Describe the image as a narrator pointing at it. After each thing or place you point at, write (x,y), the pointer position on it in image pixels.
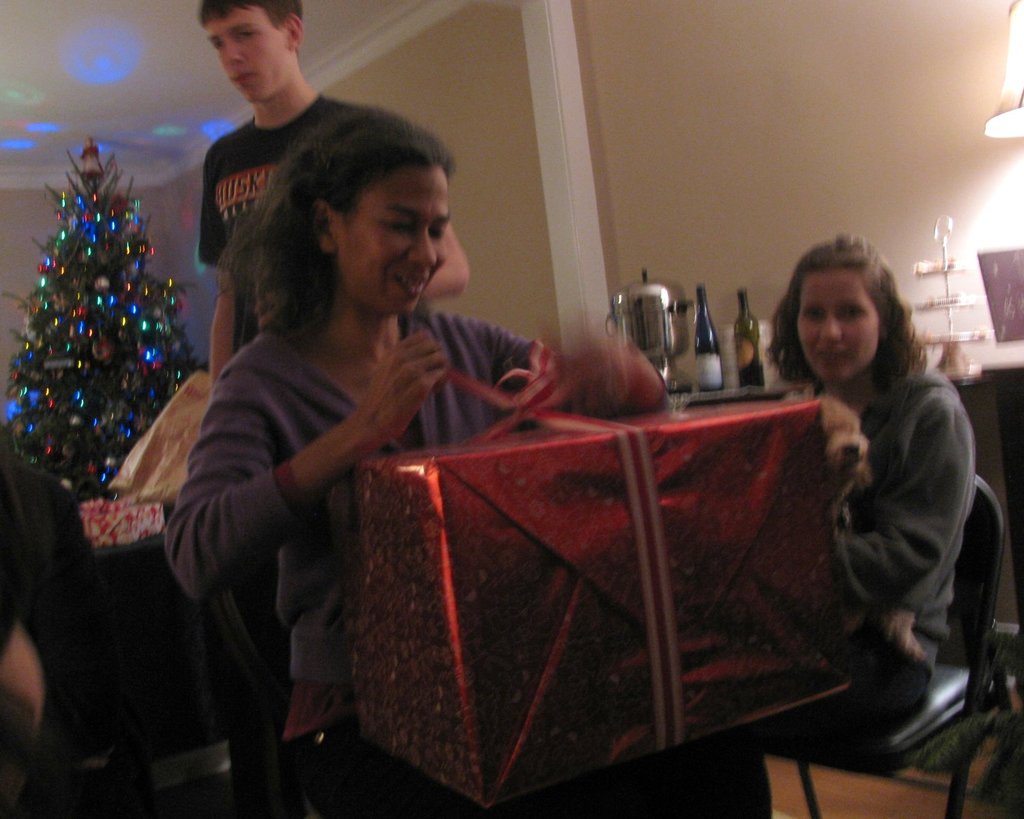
In this picture we can see a woman (891,496) sitting on a chair (904,735) on the right side (861,726). There are a few bottles (702,362) and other objects (936,264) visible on the right side (764,353). We can see a person (182,584) sitting on a chair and holding a ribbon (569,417) visible on a gift box (477,605). We can see a man (252,87) standing at the back (265,57). There is a person (69,712) visible on the left side (21,629). We can see a few objects (79,297) and lights (169,283) are visible on a Christmas tree (74,315) at the back (152,401). A wall (139,184) is visible in the background (161,230).
